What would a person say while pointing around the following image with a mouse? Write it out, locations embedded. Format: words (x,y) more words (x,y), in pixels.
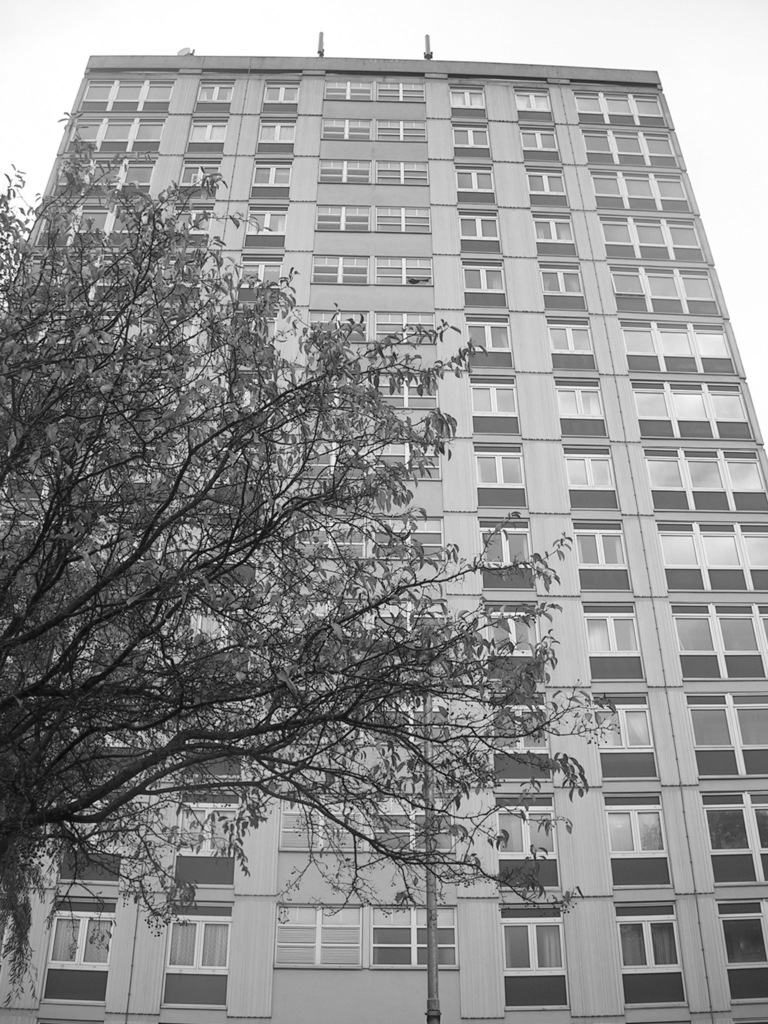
In this picture we can see a tree (74,599) on the left side (51,583), there is a pole (430,1016) in the middle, we can see a building (405,1006) in the background (440,299), we can see windows (282,185) of the building (517,389), there is the sky (601,23) at the top of the picture (579,20).
